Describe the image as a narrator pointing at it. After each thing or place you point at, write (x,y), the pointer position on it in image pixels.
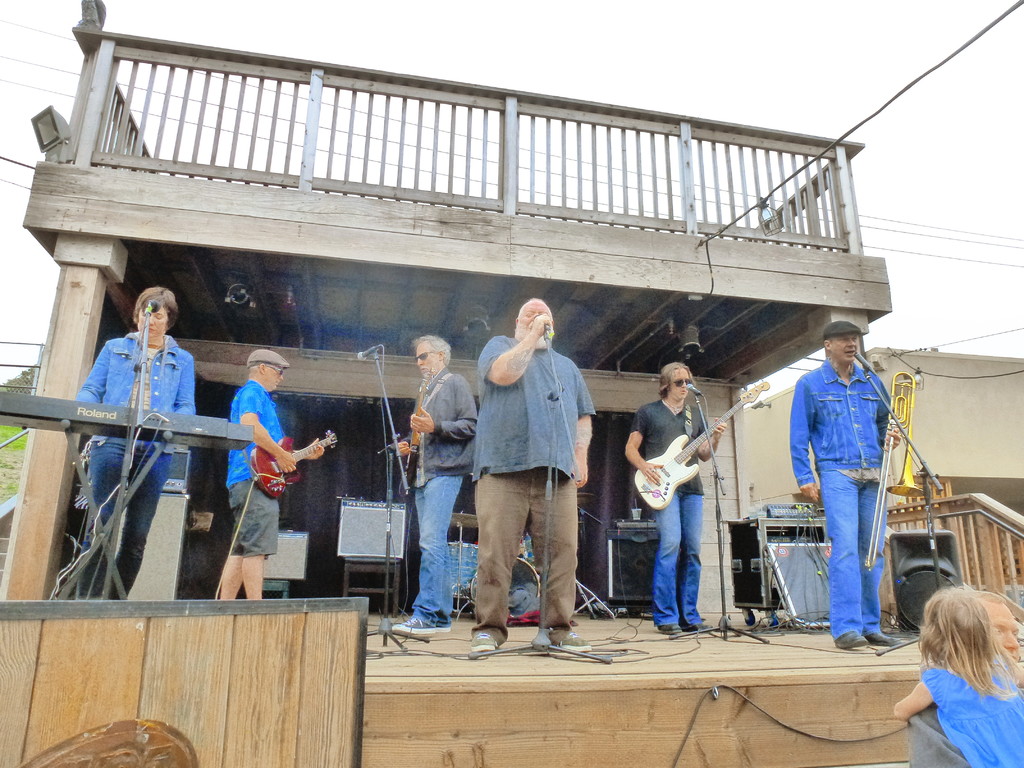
Here are few people (122,442) standing. One person (522,396) in the middle (554,358) is singing a song, three people (445,418) are playing guitars (665,466), one person (166,325) is playing piano (126,404) and the other person (823,436) is holding the musical instrument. These are the mics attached to the mike stand (389,546). This is a speaker (928,580). I can see electronic devices (372,533) behind the people (451,520). I think this is the cloth (341,448) hanging. This is the light (476,315) attached to the rooftop (642,324). This is the wooden stage (640,698). At the bottom right corner of the image (923,753) i can see man (1001,643) holding a girl (994,667).
